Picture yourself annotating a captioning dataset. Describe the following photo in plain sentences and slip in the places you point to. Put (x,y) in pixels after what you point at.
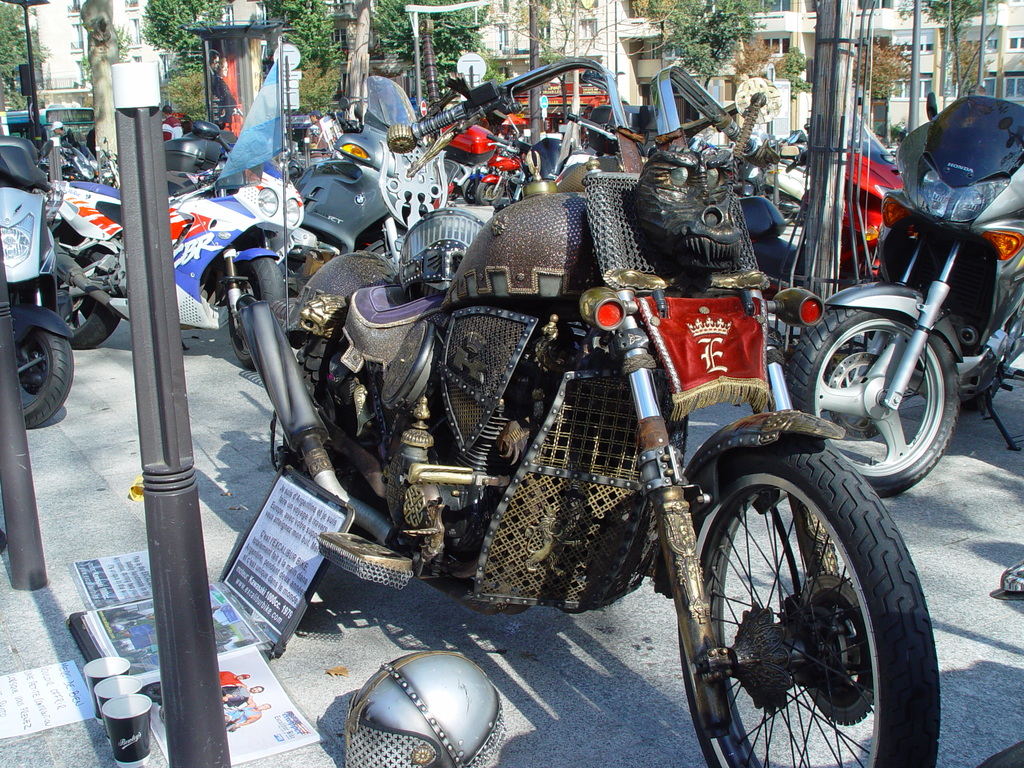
In this image few vehicles (478,234) are on the floor (258,479). Left bottom of the image (306,513) there is a helmet (438,717), few posters (243,689), glasses (138,707) and poles (183,627) are on the floor (335,586). Left side (274,153) there is a flag (271,119). Background (842,57) there are trees (562,44) and buildings (921,102).
